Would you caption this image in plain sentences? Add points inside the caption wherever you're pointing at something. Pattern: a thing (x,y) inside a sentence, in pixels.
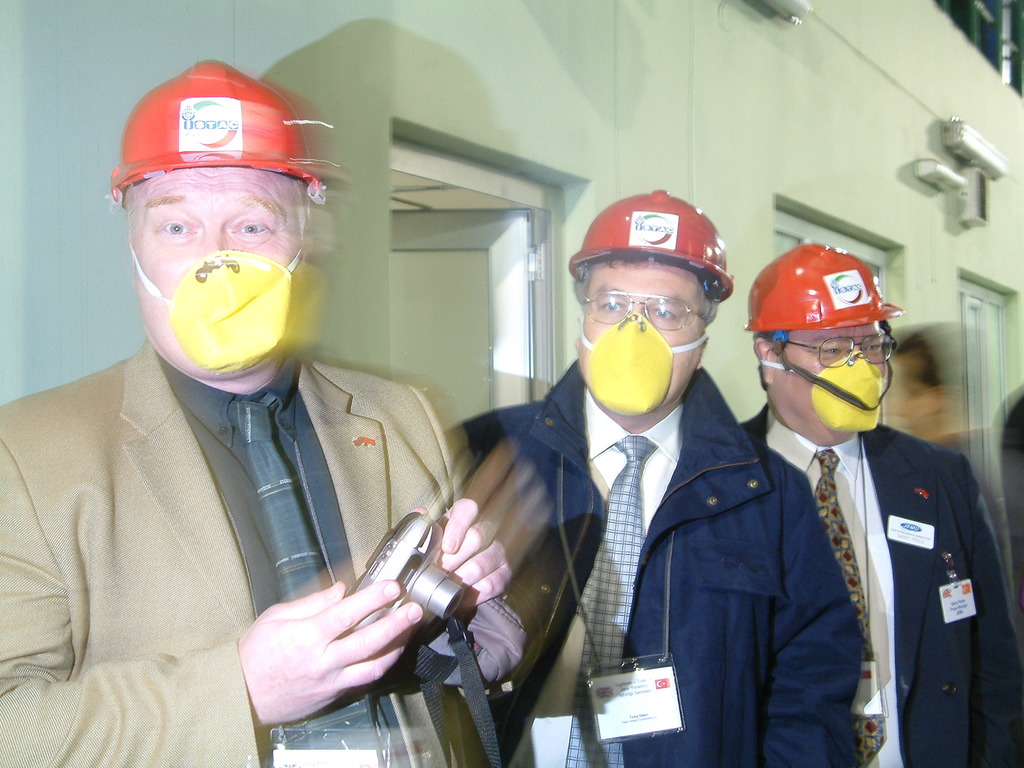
In this image there are three men (458,484) standing, wearing masks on their face (181,355) and helmets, the first person (428,481) is holding a camera (412,596) in his hand (493,473), behind them there are doors (449,370) on the wall (697,168).
